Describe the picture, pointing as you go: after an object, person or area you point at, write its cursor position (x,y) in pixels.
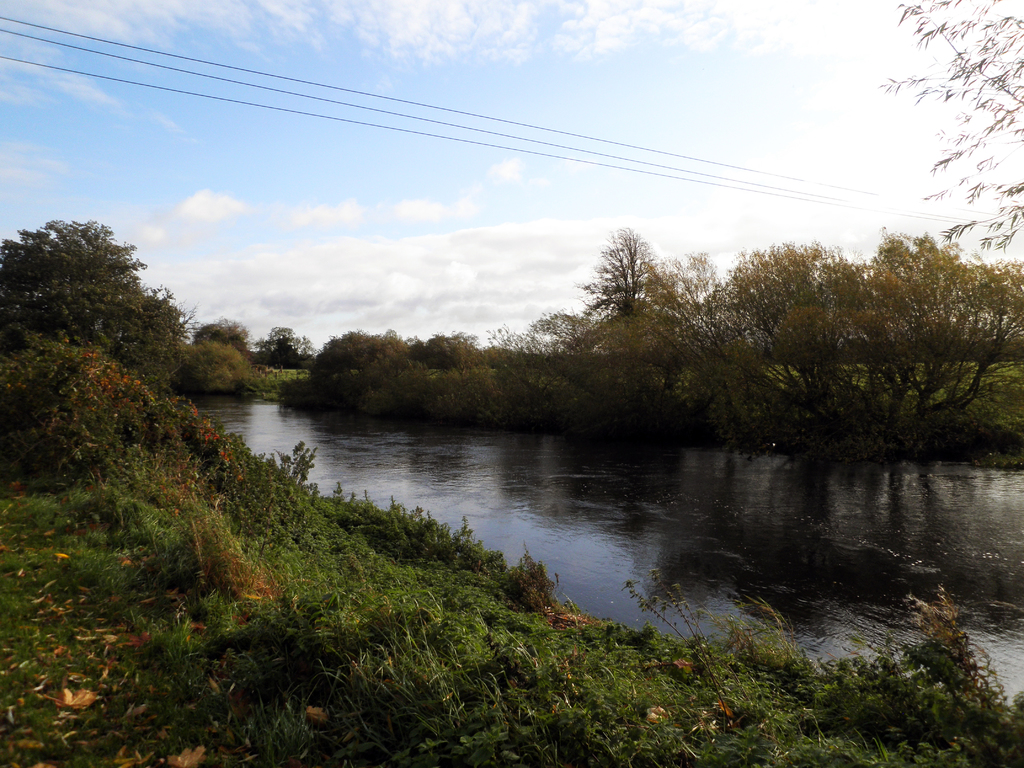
In this picture we can see water (425,499), trees (466,416), wires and in the background (656,262) we can see the sky (370,178) with clouds (332,217).
